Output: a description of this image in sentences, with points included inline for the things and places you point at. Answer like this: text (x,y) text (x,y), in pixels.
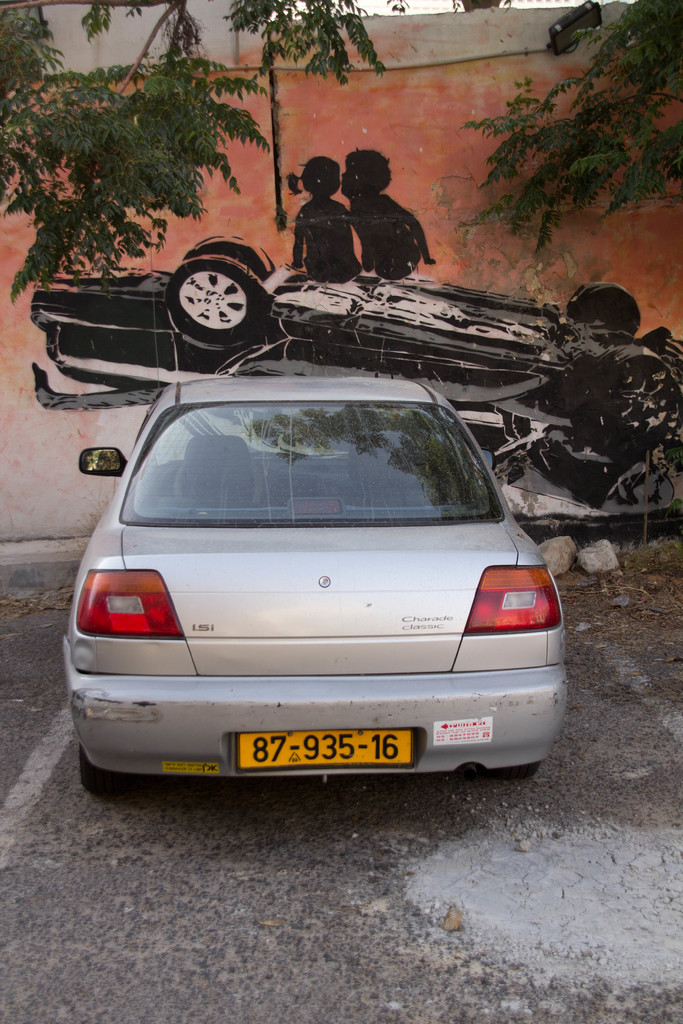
In this image I can see the vehicle (240,753) on the road (205,938). In the background (14,76) I can see the trees (200,149) and the painting (239,239) on the wall (247,197). I can see the painting (142,333) of two people (327,219) and vehicle (230,284).
